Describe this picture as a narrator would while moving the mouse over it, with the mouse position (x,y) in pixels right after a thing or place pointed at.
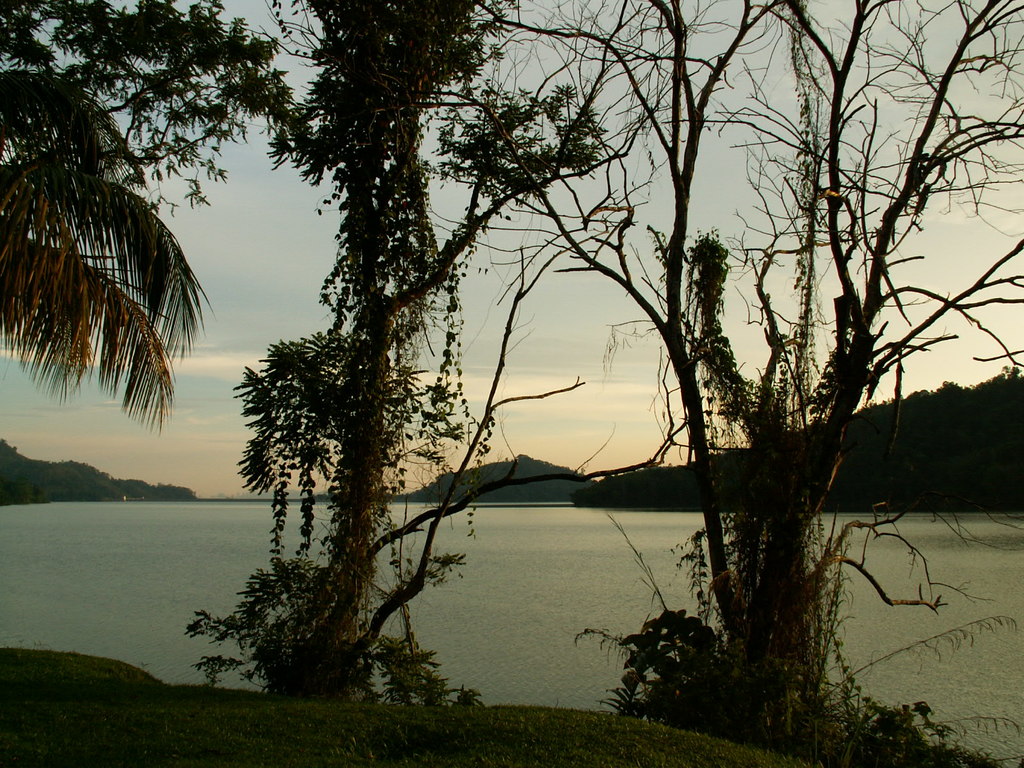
In this image I can see the trees (755,563). To the side of the trees (440,560) there is a water (162,571). In the background (519,451) there is a mountain (937,447) and the sky (10,405).
